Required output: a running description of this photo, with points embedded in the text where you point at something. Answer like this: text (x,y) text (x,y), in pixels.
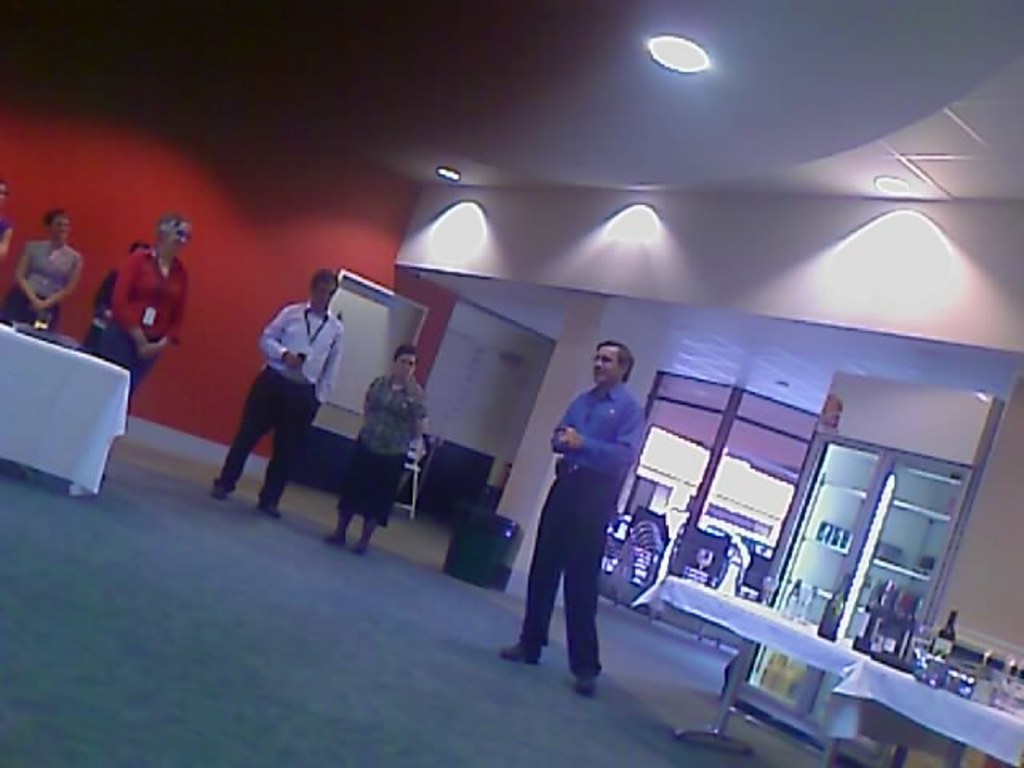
In this image I see few people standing on the path (446,693) and there are tables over here and there are few bottles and glasses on it. In the background (1020,636) I see the wall (1006,230), 4 lights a refrigerator (815,500) and few drinks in it.
